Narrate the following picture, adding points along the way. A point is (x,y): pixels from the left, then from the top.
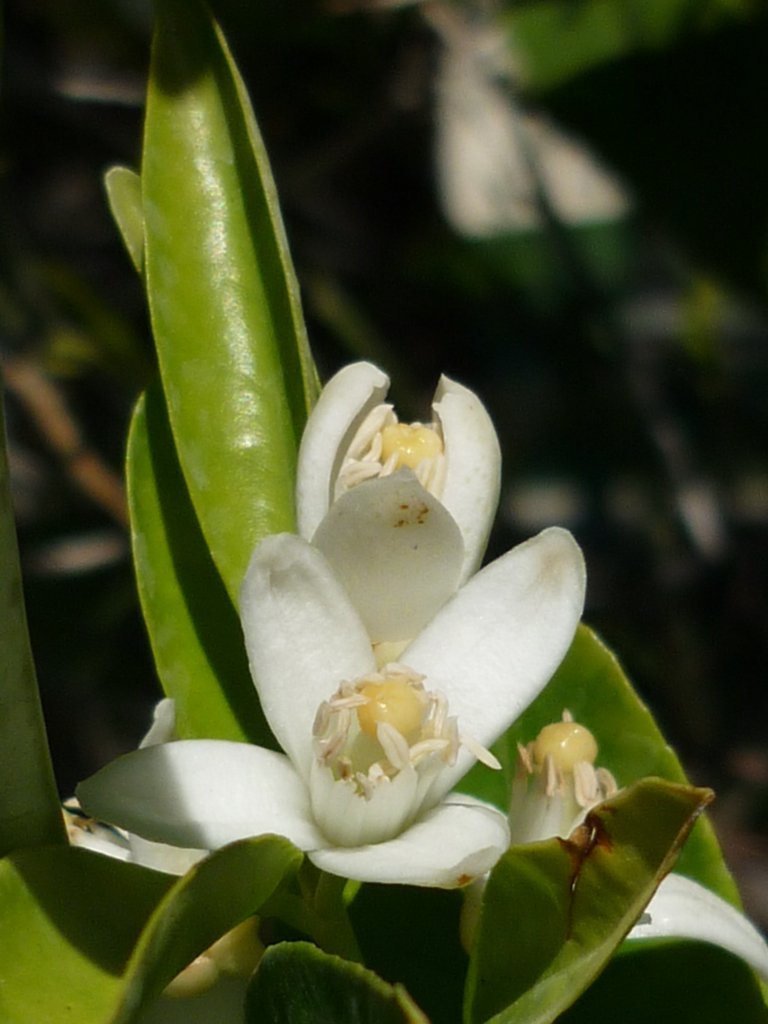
In this picture we can see flowers (483,727) and leaves (195,356). In the background (620,422) we can see some objects (670,447) and it is blurry.
